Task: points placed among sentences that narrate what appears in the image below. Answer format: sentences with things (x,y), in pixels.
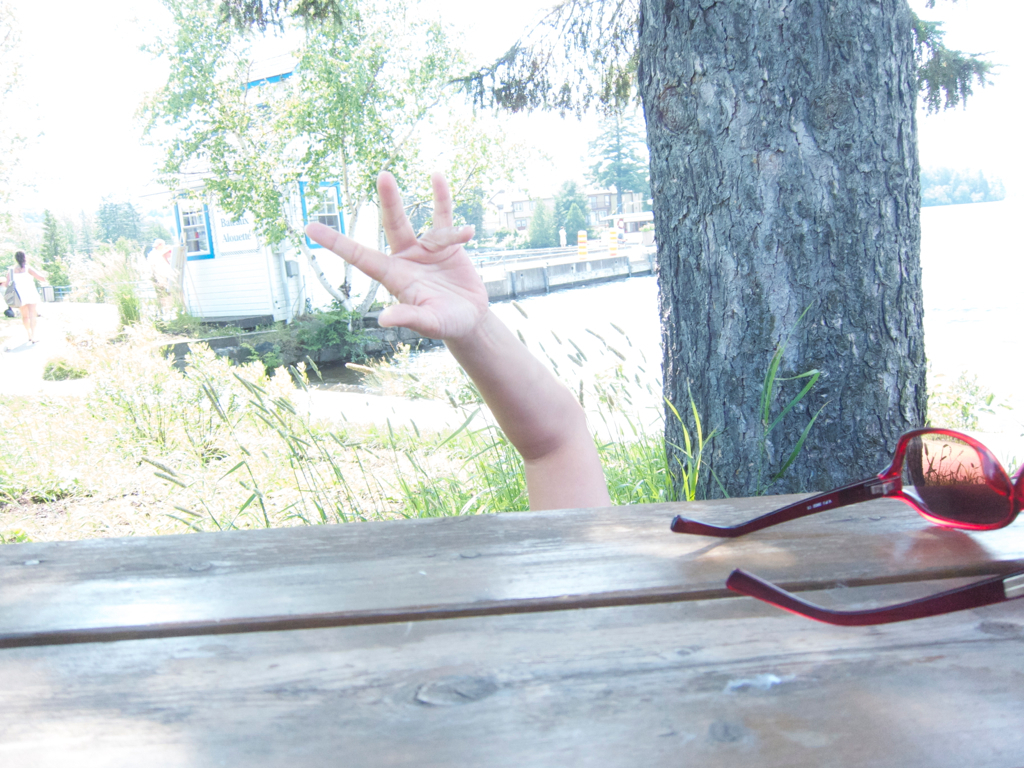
In the center of the image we can see one table (861,594). On the table (888,650), we can see one sunglasses (979,603), which is in pink and brown color. In the background (821,480), we can see one building (366,216), windows (310,210), trees (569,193), plants (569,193), grass (128,282), one person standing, one human hand (401,296) and a few other objects (62,287).
